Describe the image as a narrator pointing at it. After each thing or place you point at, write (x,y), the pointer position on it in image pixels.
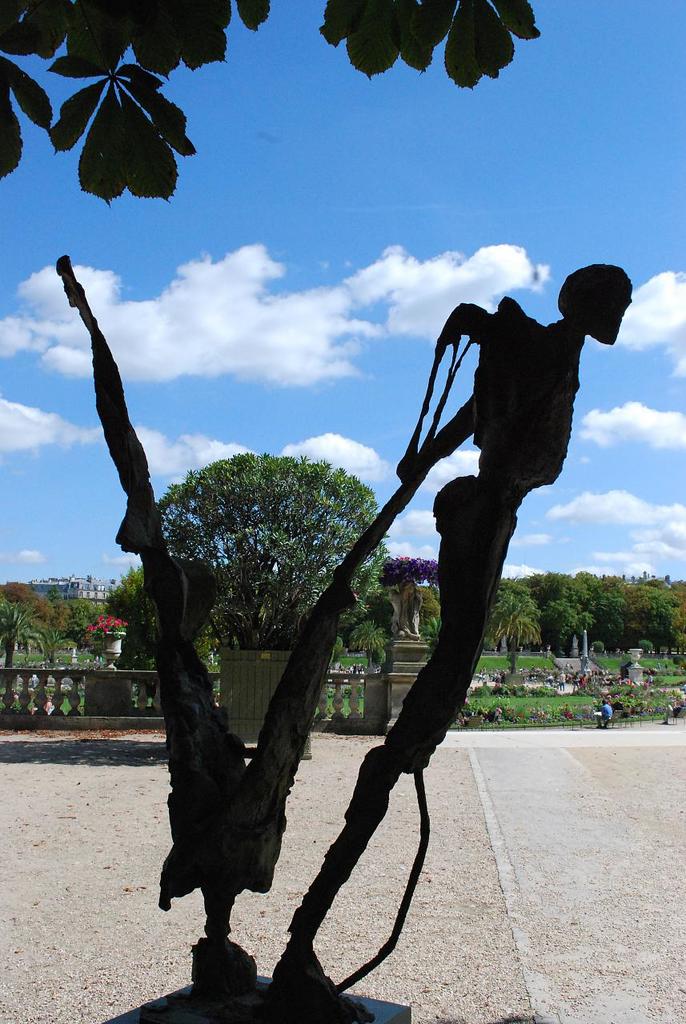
In this image there is one monument (194,799) at bottom of this image (428,725) and there are some trees (544,615) in the background (551,631) and there is a wall (26,701) at left side of this image (121,679) and there are some persons (610,714) standing at right side of this image (563,679). There is a cloudy sky (313,321) at top of this image (196,336) and there is one tree (139,26) at top left corner of this image (170,63).
